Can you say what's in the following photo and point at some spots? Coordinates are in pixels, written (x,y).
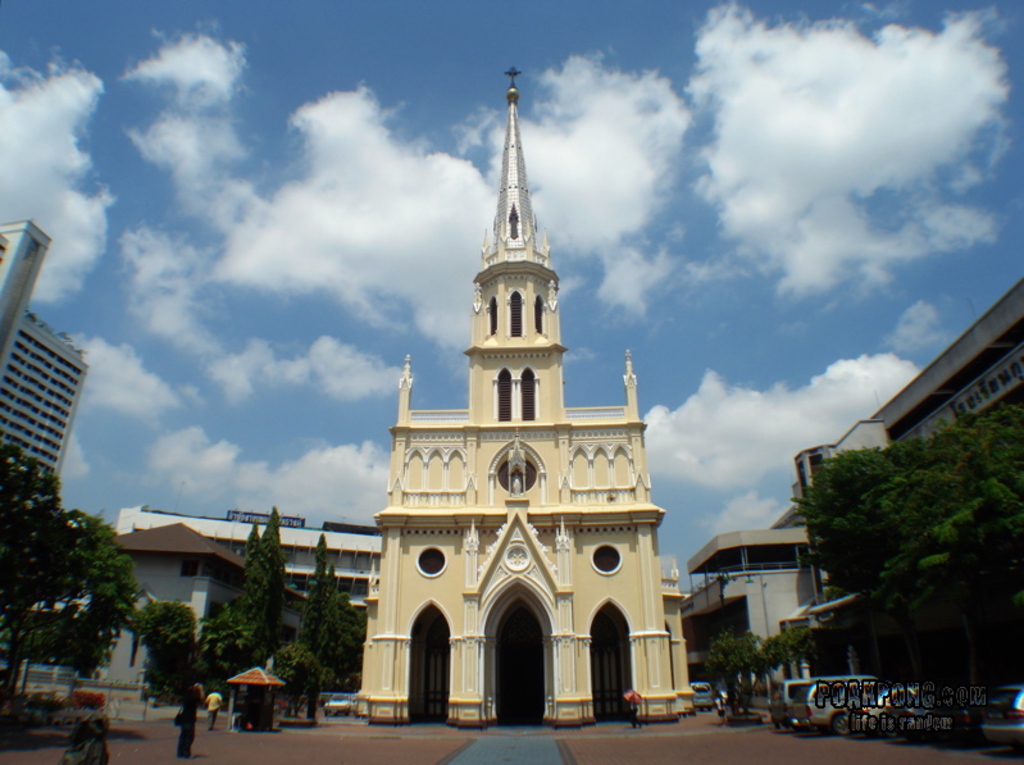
In this picture there is a church (527,375) in the center of the image (508,400) and there are buildings (208,590) and trees (59,521) on the right (804,621) and left side of the image (50,587), there are cars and people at the bottom side of the image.
